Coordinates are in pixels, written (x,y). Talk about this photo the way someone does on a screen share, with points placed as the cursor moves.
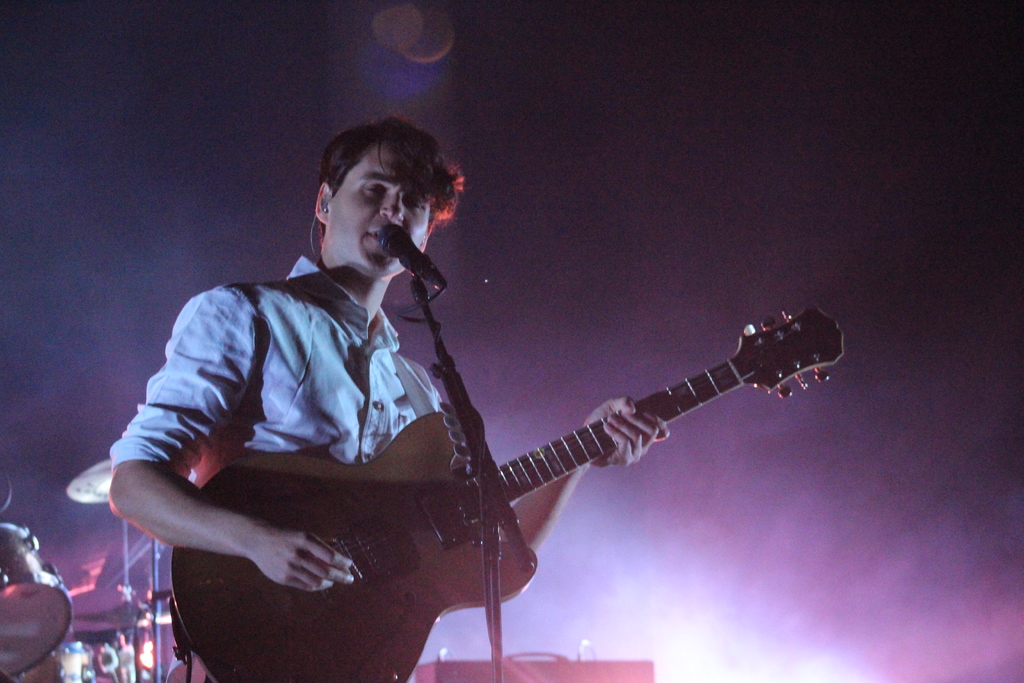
In this image a person (361,378) is playing guitar (360,541) along with singing. In front of him there is a mic (412,255). Behind him there are drums (67,608).
